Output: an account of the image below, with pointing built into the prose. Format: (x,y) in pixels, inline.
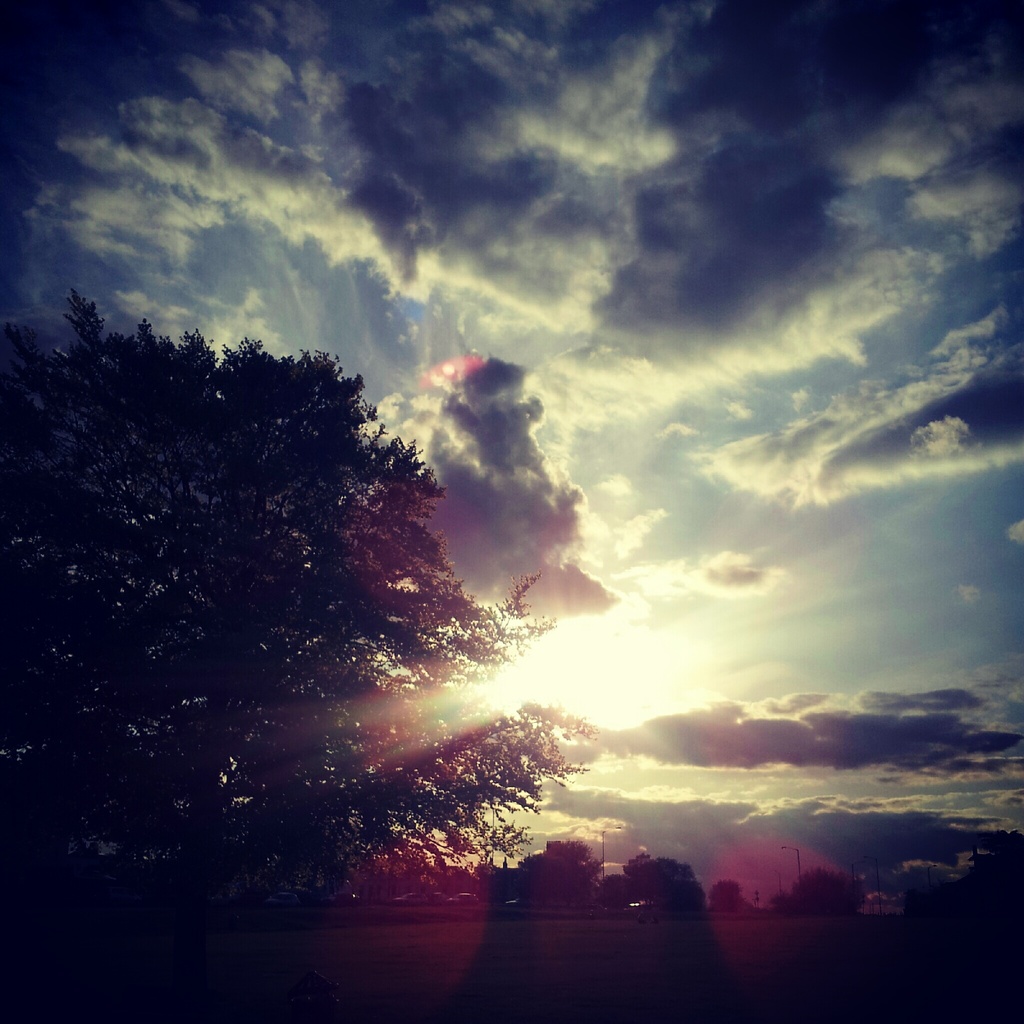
In this image I can see trees (331,413), light poles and the sky (718,461). This image is taken may be on the ground (633,953).
